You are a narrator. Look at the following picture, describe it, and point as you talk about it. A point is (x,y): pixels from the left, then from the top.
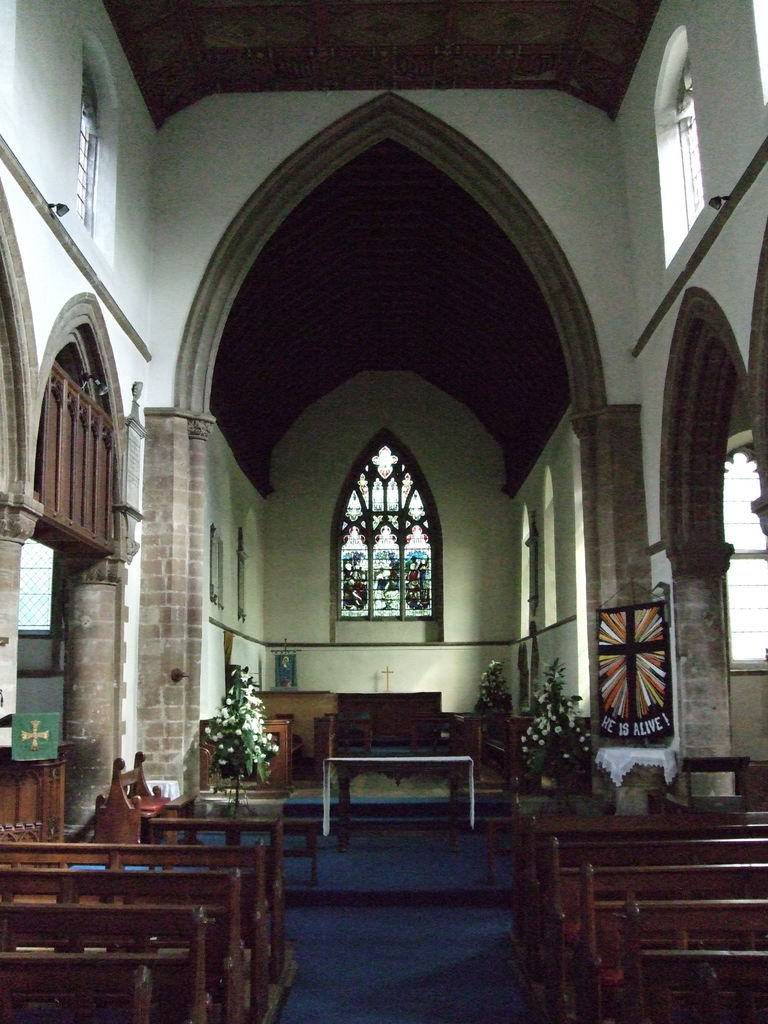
In foreground (516,924) we can see benches (686,926) on two side. In the middle we can see a table (373,778), flowers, flag (668,667) and plus symbol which is sign of christian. On the top (282,182) an arc (317,144), a roof (241,75) in brown color and two glass windows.
